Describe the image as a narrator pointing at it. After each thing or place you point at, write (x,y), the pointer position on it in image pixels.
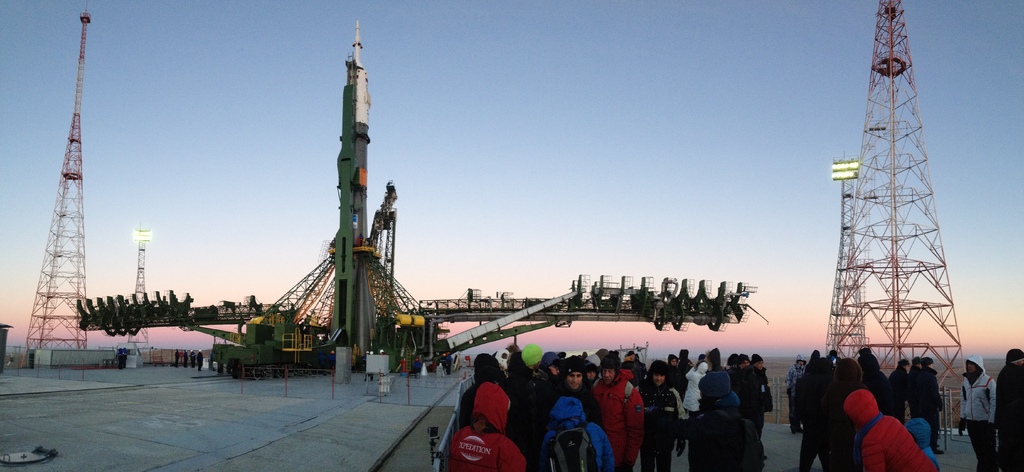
In the image we can see there are many people (691,386) around, they are wearing clothes (713,401). Here we can see, towers (77,150) and a rocket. There is a platform (226,420) and a sky (594,147).
